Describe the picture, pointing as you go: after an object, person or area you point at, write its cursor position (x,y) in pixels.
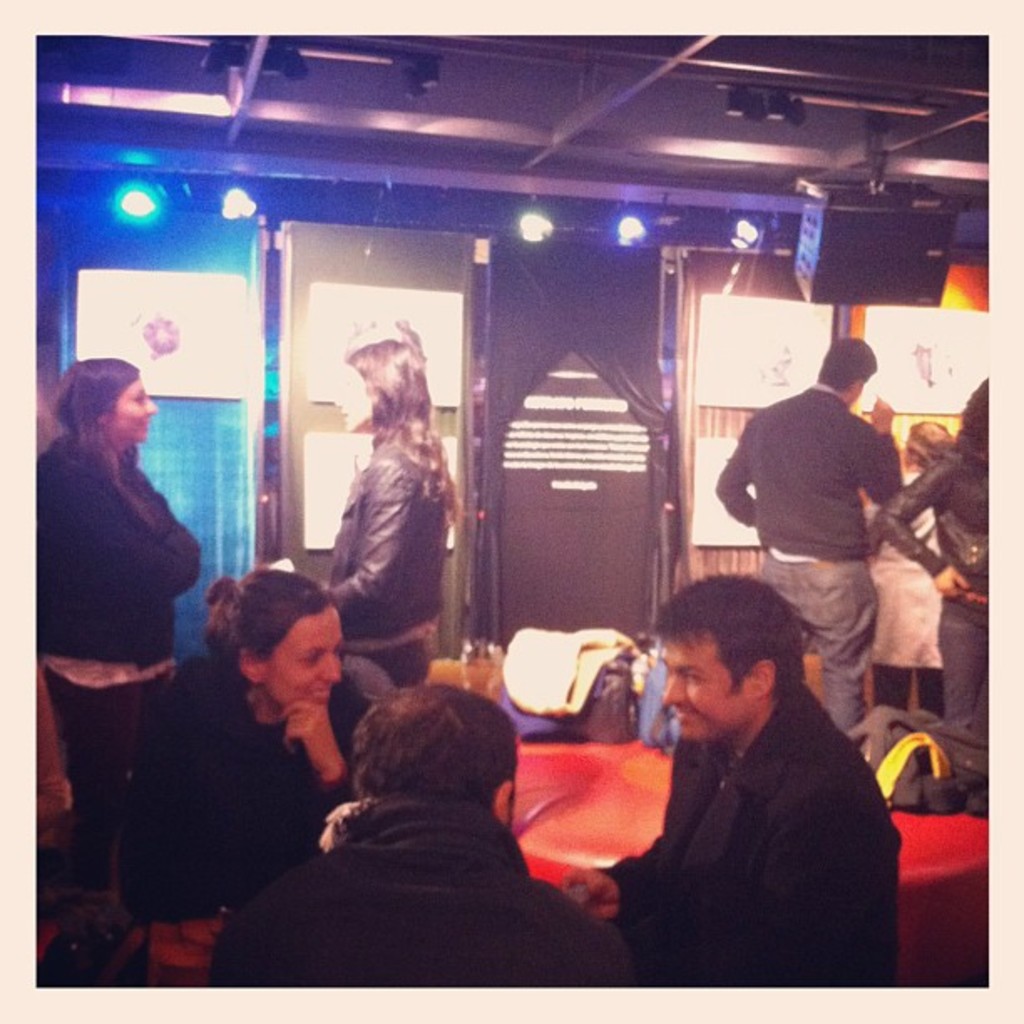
In this image we can see a group of people (815,645) standing. We can also see a door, some boards (533,577) on a wall (501,558), speaker boxes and a roof (495,161) with some ceiling lights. On the bottom of the image (794,697) we can see some people (801,821) and objects (573,638) which are placed on a table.
